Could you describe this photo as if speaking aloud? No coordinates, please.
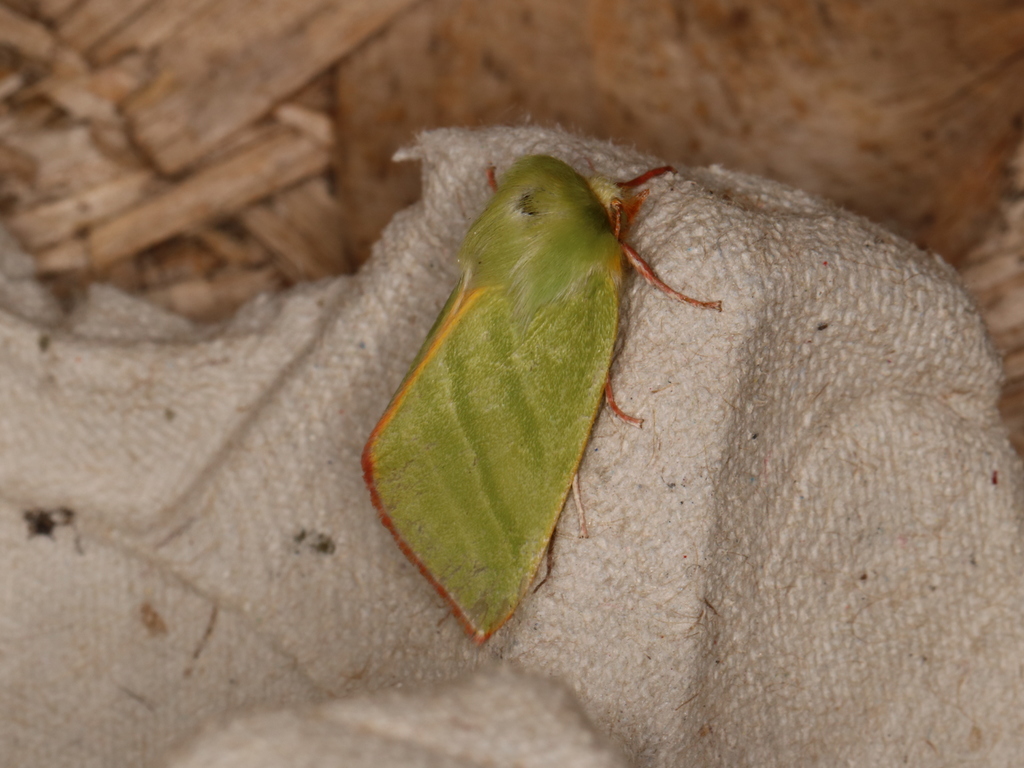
In the image there is an insect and the background of the insect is blur.
